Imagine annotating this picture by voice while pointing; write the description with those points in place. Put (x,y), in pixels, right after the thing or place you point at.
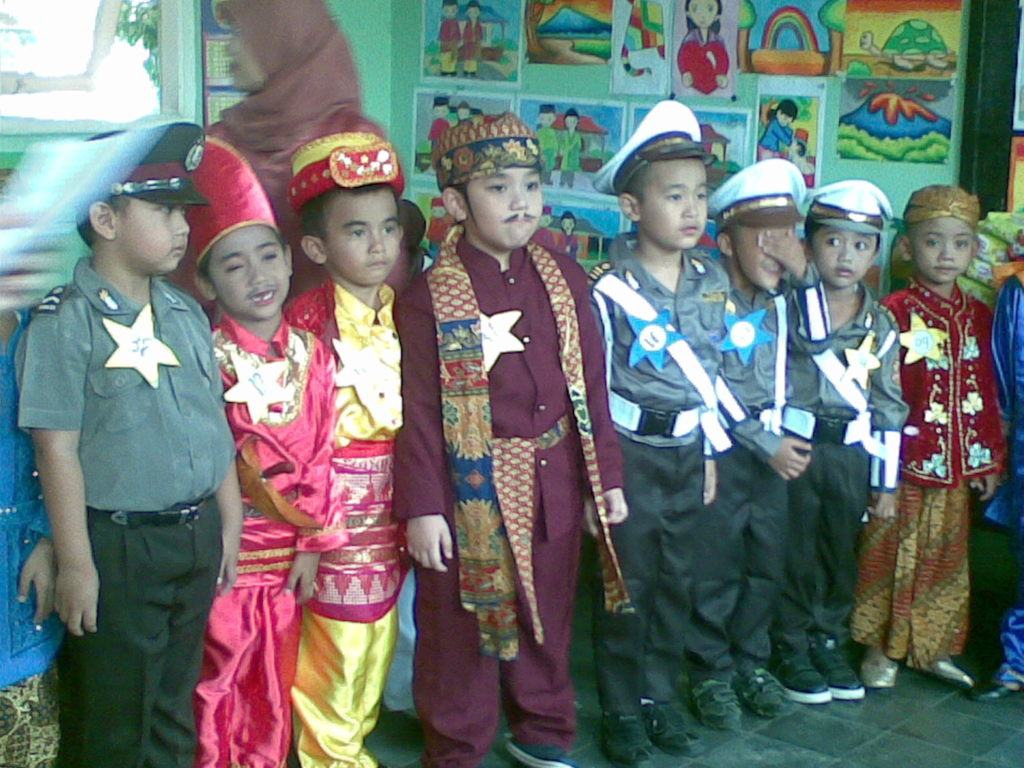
In the image we can see there are children's (629,438) standing, wearing different costumes (673,432), shoes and caps (352,152). Here we can see the floor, wall (597,65) and posters (581,109) and drawings (488,98) stick to the wall (400,40).
